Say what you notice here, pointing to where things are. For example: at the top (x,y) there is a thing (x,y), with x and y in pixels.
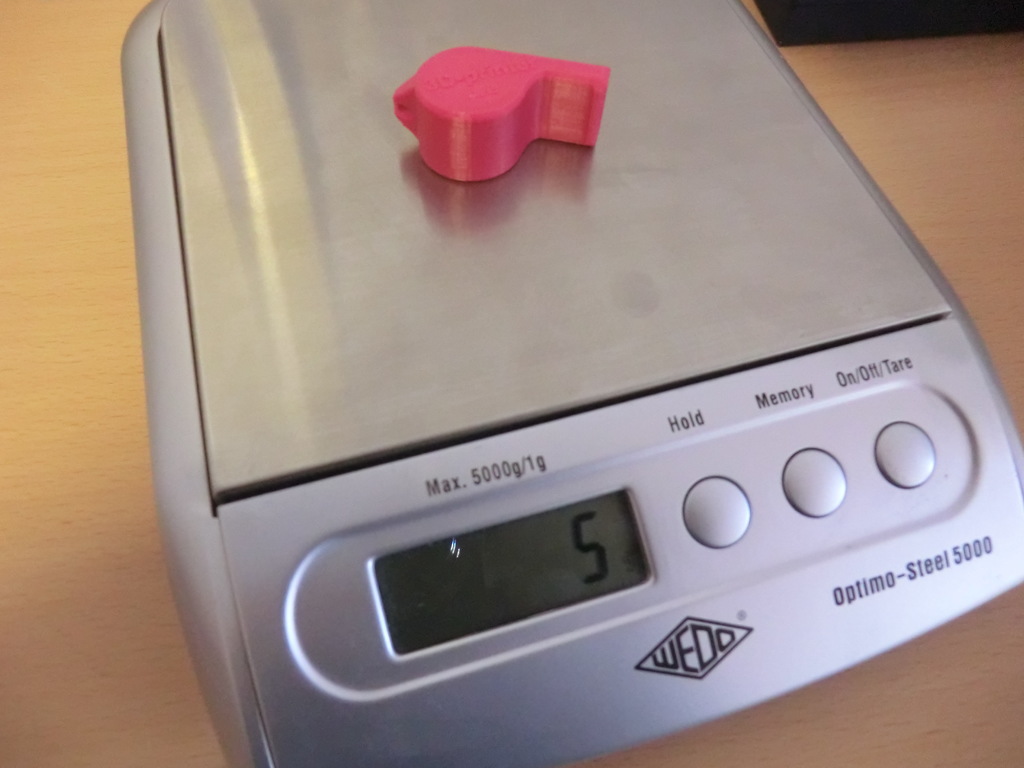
In this image I can see whistle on the weighing machine (362,369), which is on the table (67,575).
